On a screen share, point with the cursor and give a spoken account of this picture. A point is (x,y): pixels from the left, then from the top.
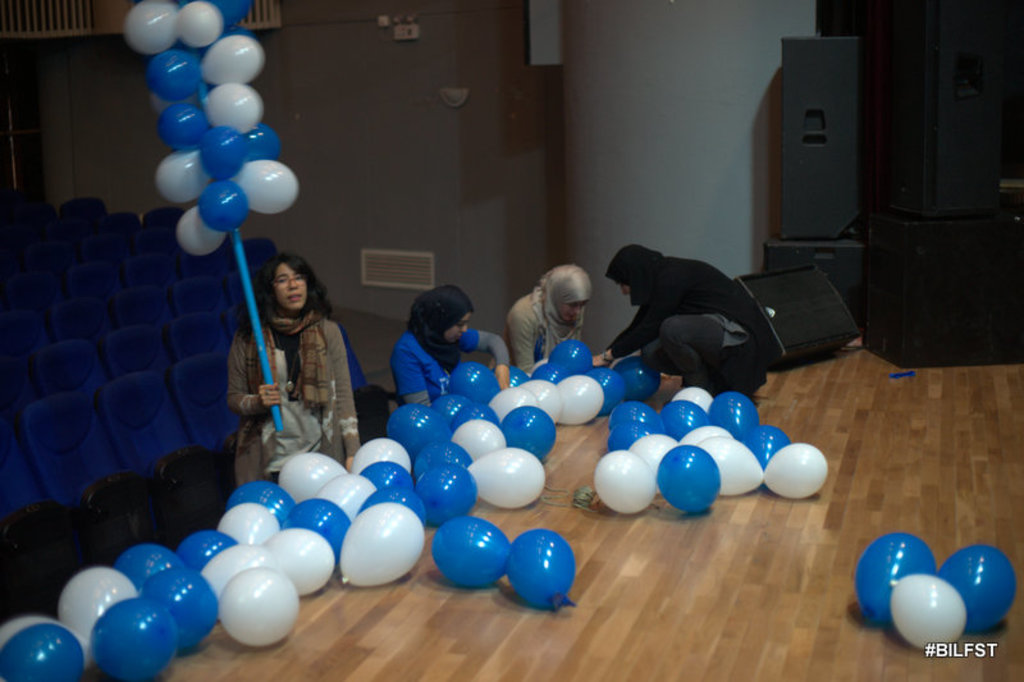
In this image, we can see a brown color floor (612,570), there are some white and blue color balloons (884,554), there are some people (640,321) sitting and they are holding balloons (477,409), at the left side (132,445) there are some blue color chairs (178,336), at the right side (940,262) there are some black color speakers (903,183).
